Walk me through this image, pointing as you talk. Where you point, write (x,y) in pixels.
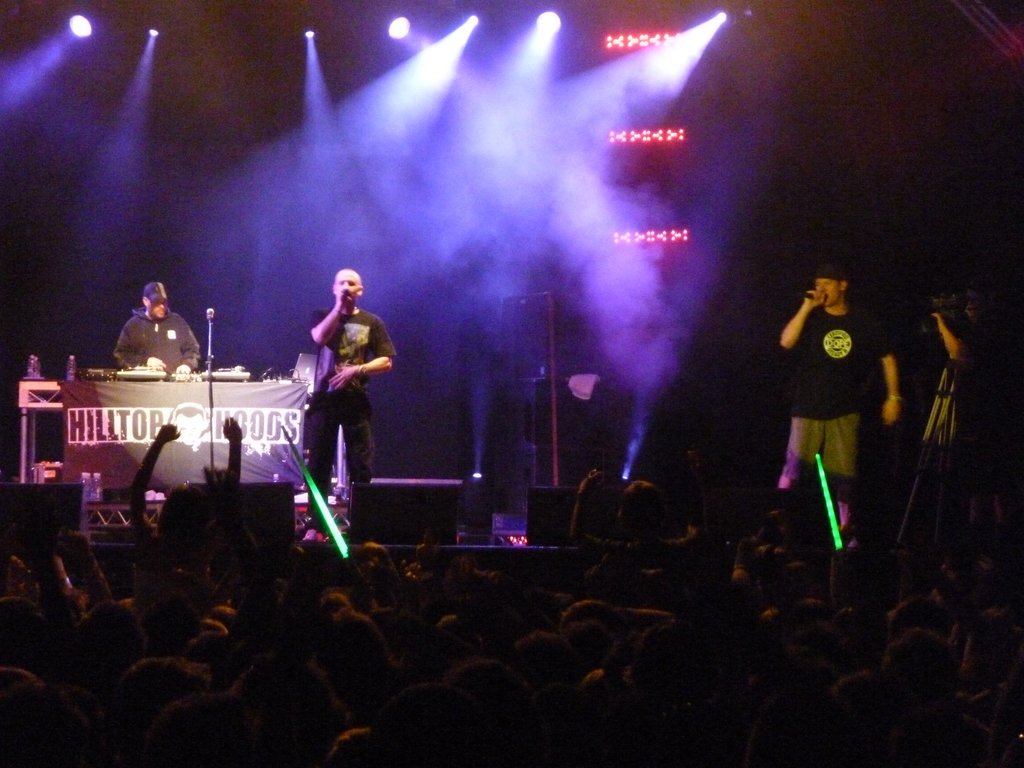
In this picture we can observe three members (334,380) on the stage (401,457). Two of them are holding mics (352,295) in their hands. There are some people (174,544) in front of the stage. We can also observe some smoke (335,226) in this picture. There are some lights (428,53).
